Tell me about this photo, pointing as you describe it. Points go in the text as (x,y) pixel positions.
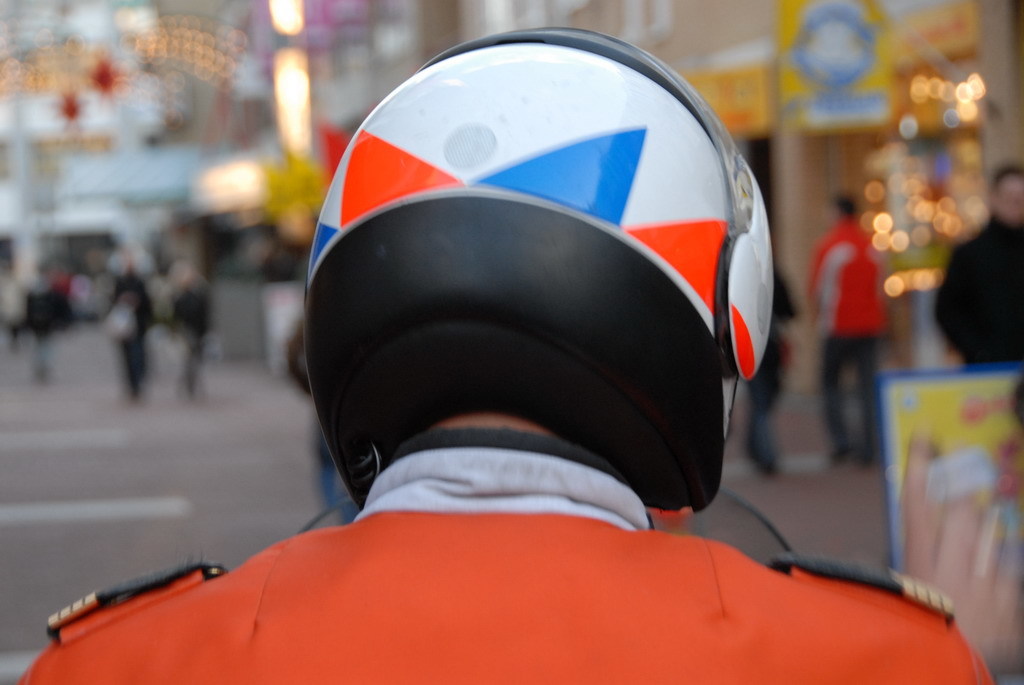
This image is taken outdoors. In this image the background (228,94) is a little blurred. There are a few boards (816,91). There are a few lights (294,107). There are a few buildings (702,47). A few people (132,282) are walking on the road (259,404). There are a few rope lights (915,188). In the middle of the image (583,452) there is a person (503,625) with a helmet (449,166) on the head (541,229).
